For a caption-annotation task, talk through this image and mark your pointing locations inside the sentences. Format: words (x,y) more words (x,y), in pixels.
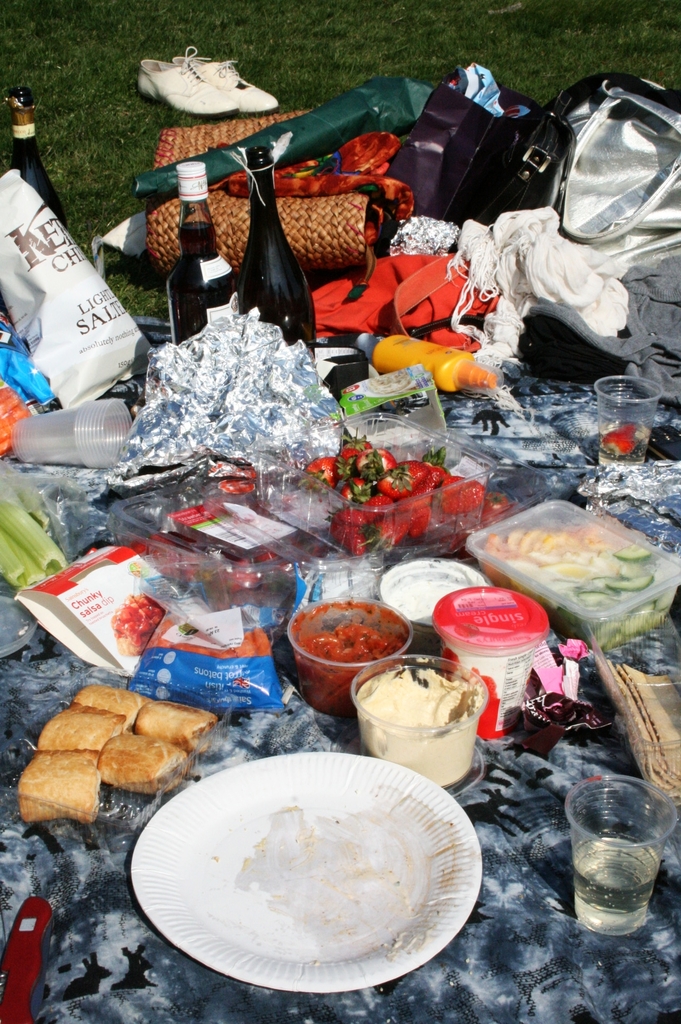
In this picture I can see glasses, aluminium foils (220,447), there are food items (106,757) in bowls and boxes (276,490), there is a plate (328,899) and there are some objects (366,350) on the cloth (56,955), and in the background (332,291) there are wine bottles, bags (151,246) and a pair of shoes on the grass (569,67).
